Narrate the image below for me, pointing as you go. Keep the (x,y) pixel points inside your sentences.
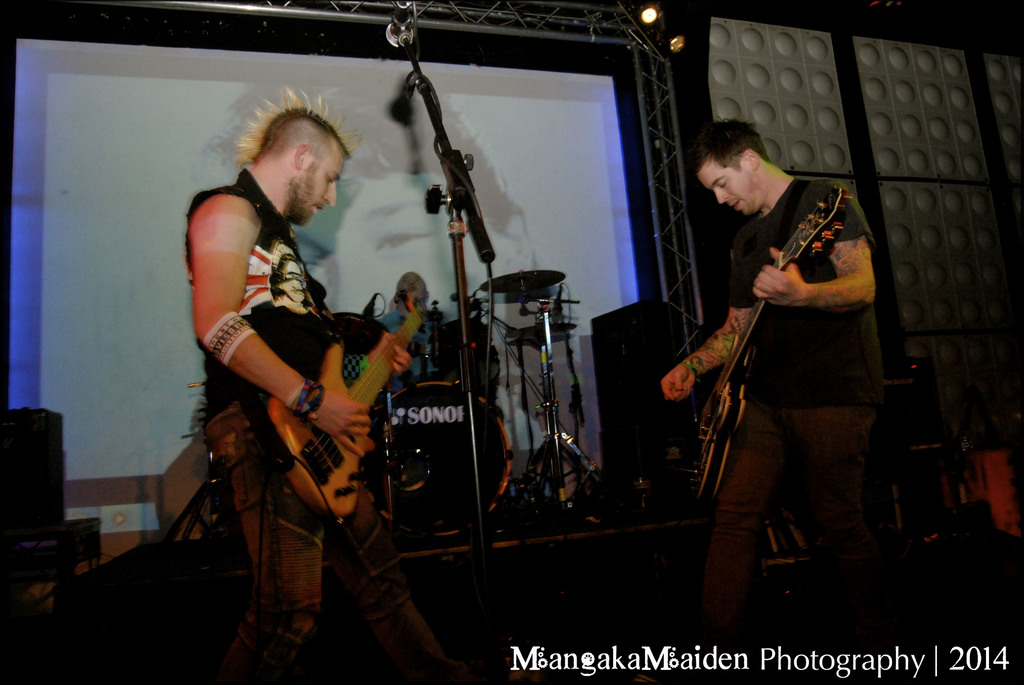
There is a person (877,352) on the right side (705,134). He is holding a guitar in his hand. There is another person (309,116) on the left side (297,112) and he is also holding a guitar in his hand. In the background (498,361) there is a snare drum arrangement (482,352).
